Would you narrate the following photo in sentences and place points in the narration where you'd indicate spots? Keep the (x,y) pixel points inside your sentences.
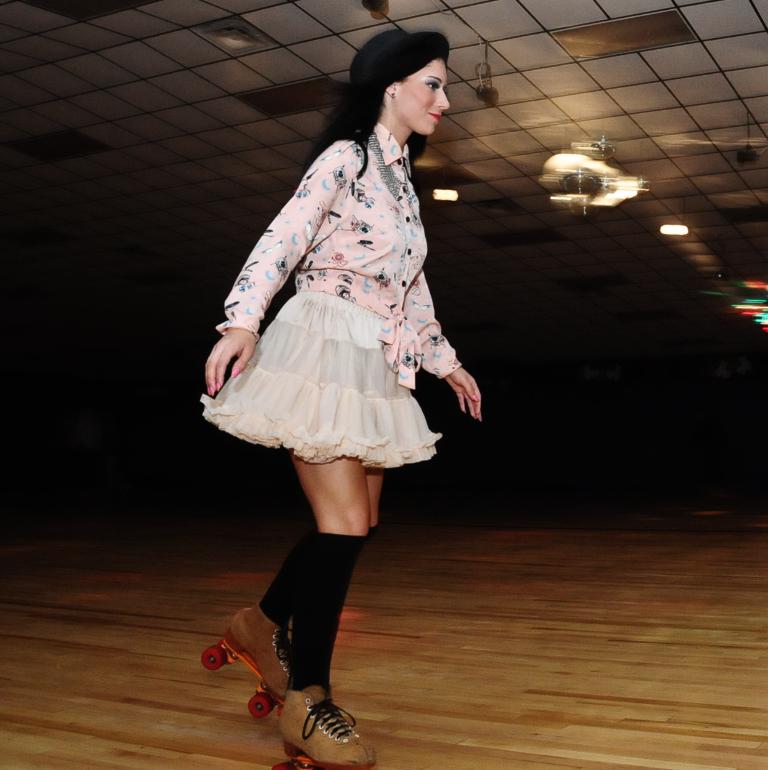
In this image we can see a woman (329,649) standing on the floor (415,668) and wearing skating shoes (257,645). In the background (248,67) we can see electric lights (673,230) to the roof (534,234).
